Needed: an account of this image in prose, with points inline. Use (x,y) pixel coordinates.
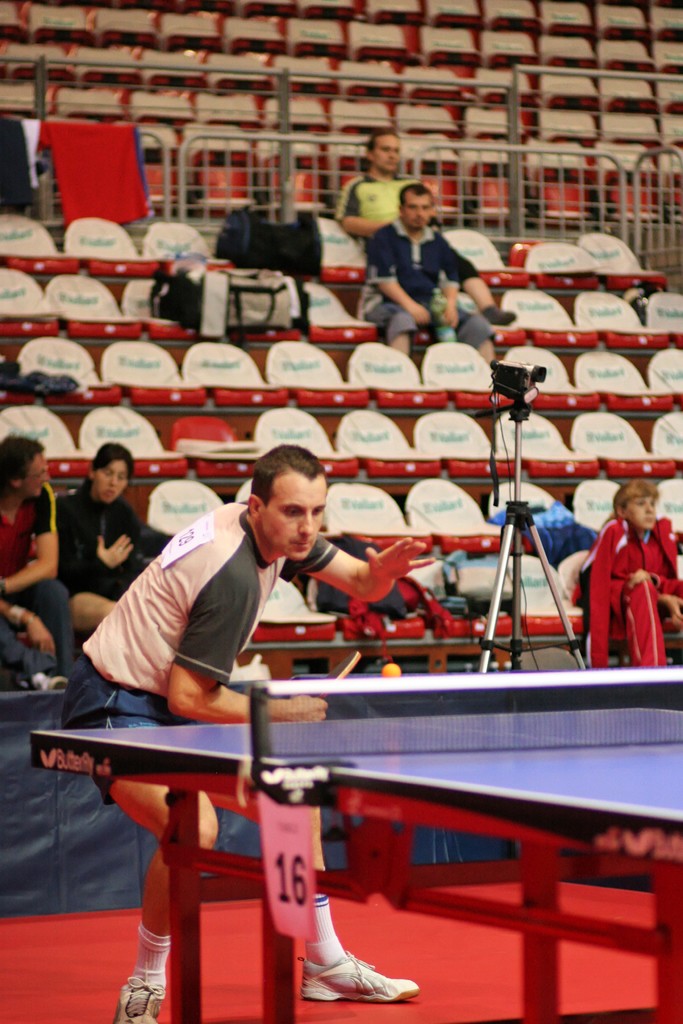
Here we can see a man (202,532) is standing on the floor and playing table tennis and this is table tennis board (471,788). In the background (528,372) there is a camera (510,375) on a stand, few persons (596,596) are sitting on the chairs (51,254), clothes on a fence (183,194) and bags (305,257) on the chairs (330,473).
